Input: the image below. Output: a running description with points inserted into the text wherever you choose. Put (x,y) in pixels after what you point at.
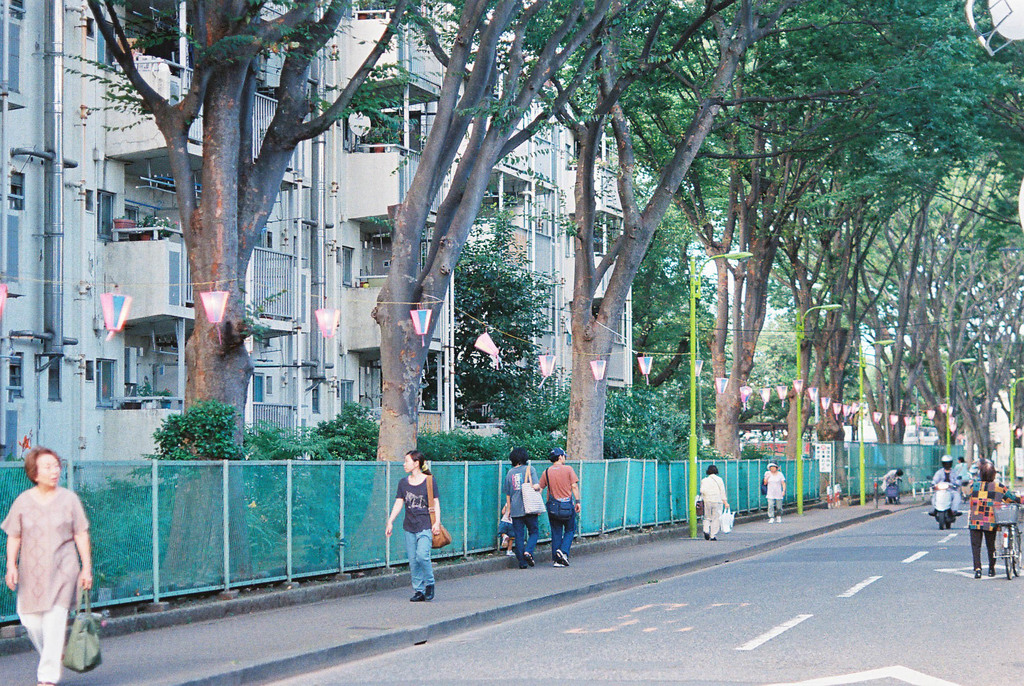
In this picture we can see some people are walking, a woman (67,567) in the front (89,644) is carrying a bag (78,628), a person (994,522) on the right side (1021,507) is holding a bicycle (1002,511), there is a person (938,482) riding a scooter (947,492), we can see fencing (609,512), trees (458,119), lights (910,418) and poles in the middle (487,411), in the background (88,153) there are buildings (605,192).
